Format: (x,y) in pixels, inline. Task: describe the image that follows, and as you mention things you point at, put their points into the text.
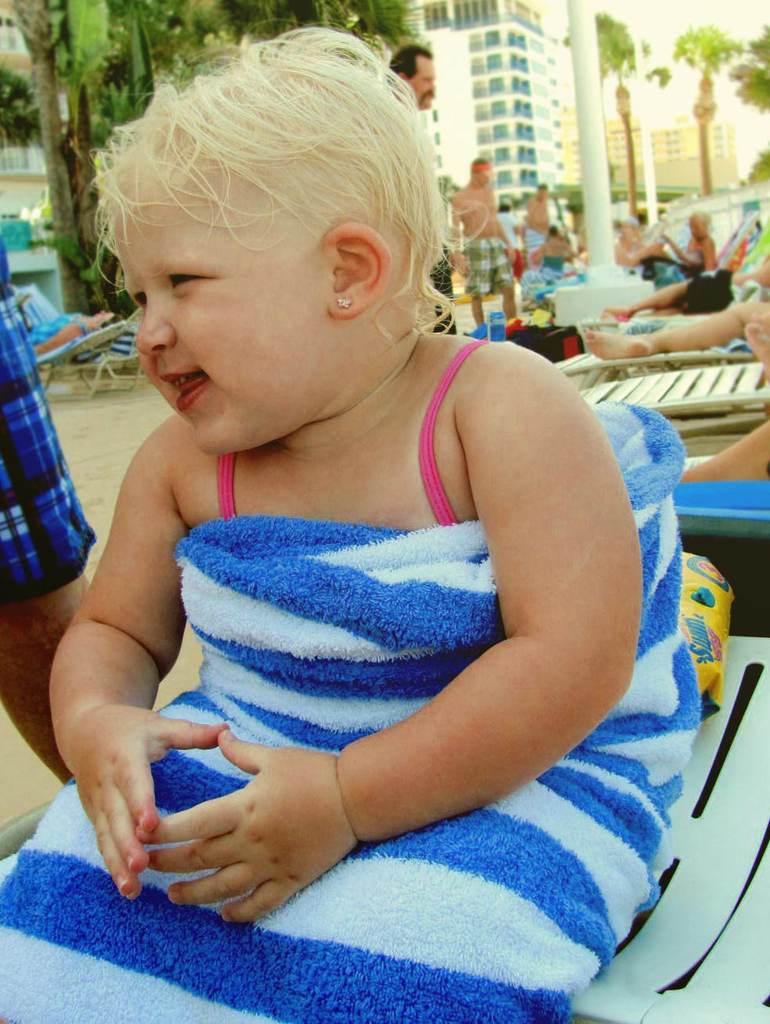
In the foreground of the picture (317,502) there is a kid (416,490) sitting on a chair (750,990), behind there are people (501,203), beach chairs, bags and trees (41,68). In the background (540,40) there are buildings (11,31) and trees (714,60). On the left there is a person leg (30,681).
